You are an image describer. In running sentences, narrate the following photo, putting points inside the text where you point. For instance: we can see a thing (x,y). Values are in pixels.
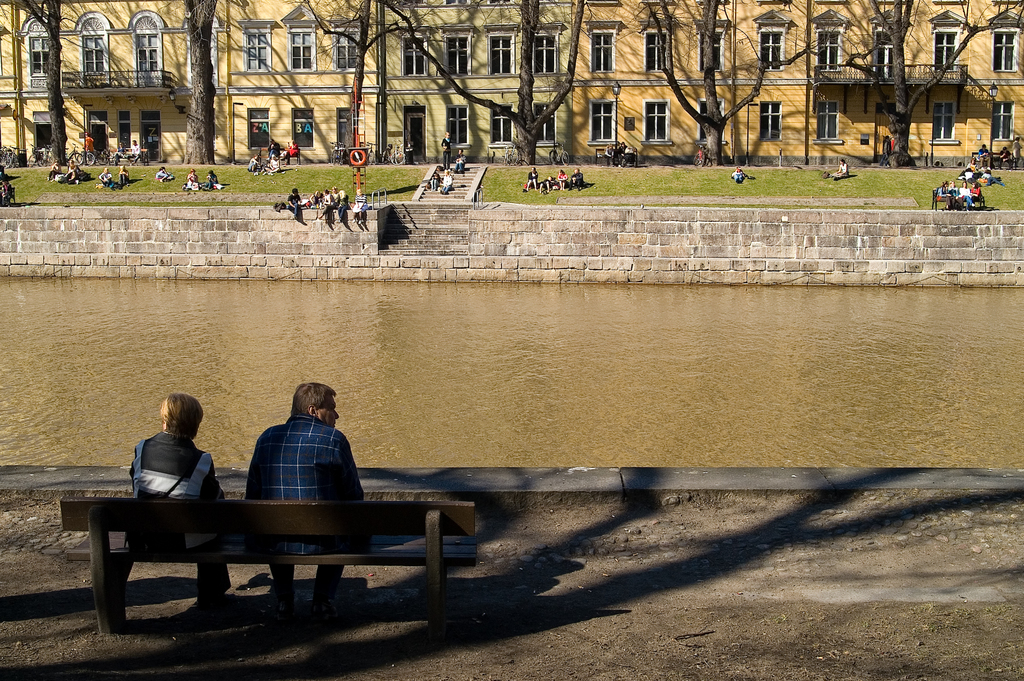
there are two people (185,399) sitting on a bench (308,521) near to the lake (199,321) there is building (107,64) trees (682,101) and many people (841,166) sitting near the lake (520,334).
